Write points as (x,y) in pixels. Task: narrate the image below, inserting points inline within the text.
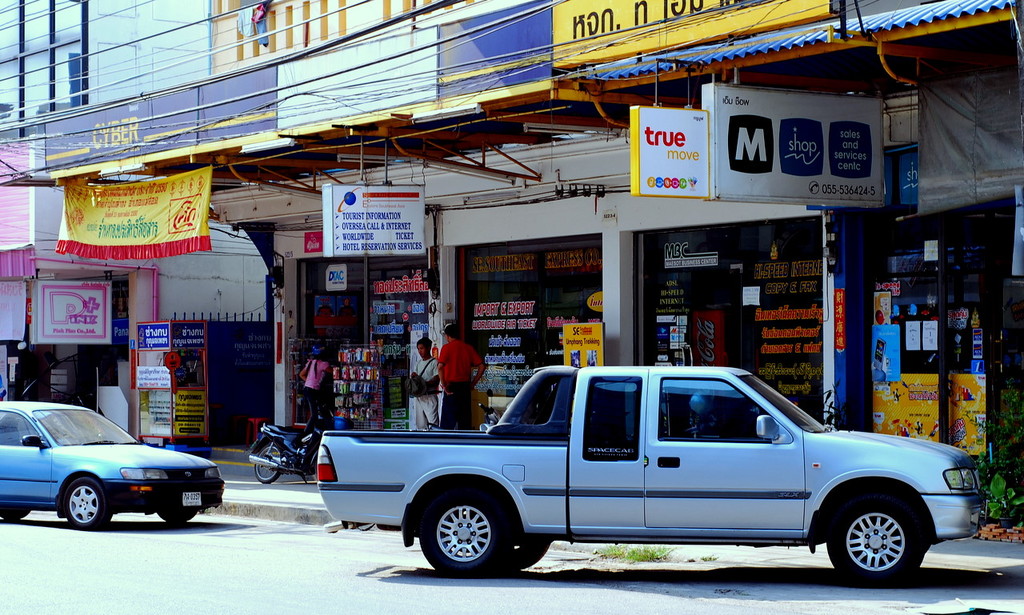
These are the two cars (523,488) that are parked on the road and there are stores (690,228) in this image.
